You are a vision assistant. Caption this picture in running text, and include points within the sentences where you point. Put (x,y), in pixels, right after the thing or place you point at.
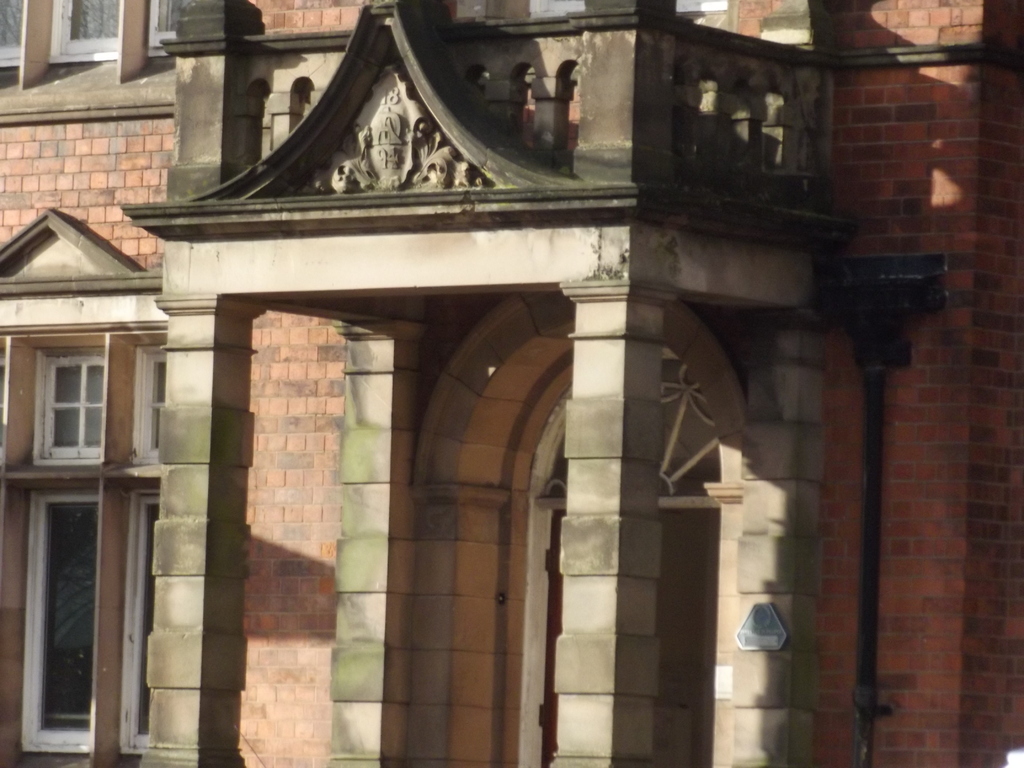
In this picture we can see building (232,393), pillars (633,450), windows (38,406), pipe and board (763,622).
